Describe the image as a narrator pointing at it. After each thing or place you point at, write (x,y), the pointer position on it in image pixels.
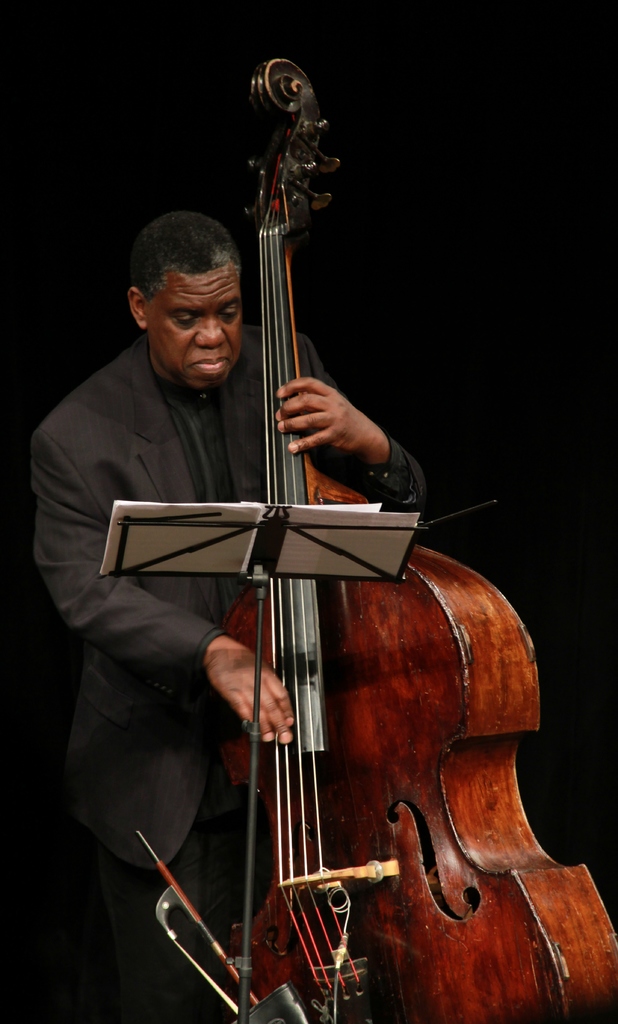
In the image there is a man (244,419) who is holding his double bass (303,791) in front of a music stand (275,531). On stand (249,523) we can see papers (353,534).
